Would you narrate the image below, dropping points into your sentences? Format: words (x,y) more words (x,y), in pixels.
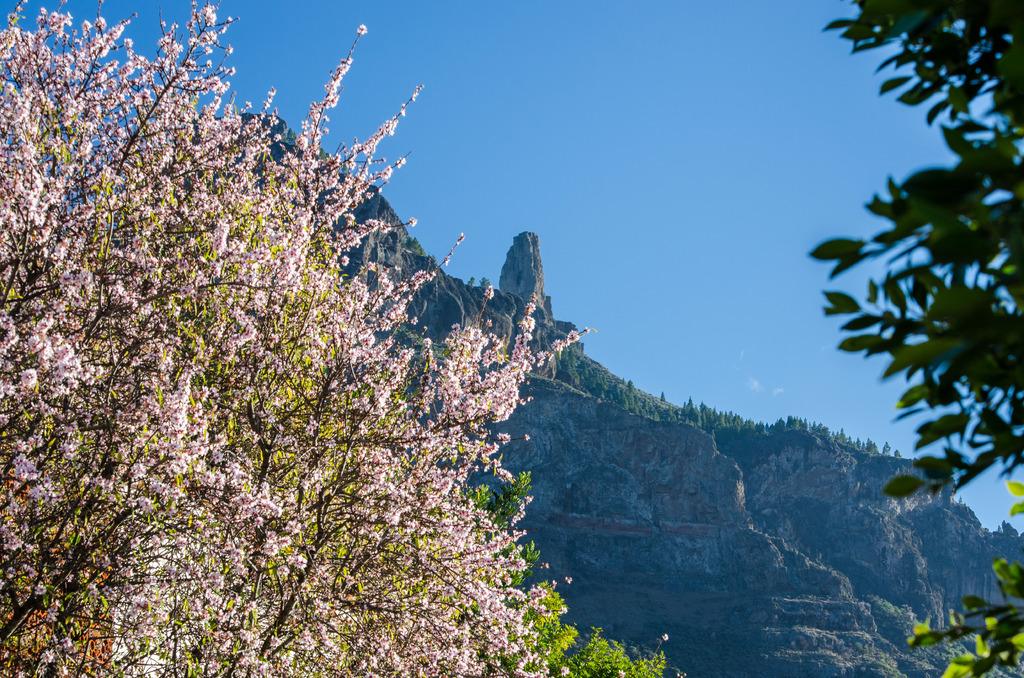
In this picture we can see a few trees (983,347) on the left (43,388) and right side. Some greenery (621,379) is visible in the background (621,379). Sky (723,321) is blue in color.
